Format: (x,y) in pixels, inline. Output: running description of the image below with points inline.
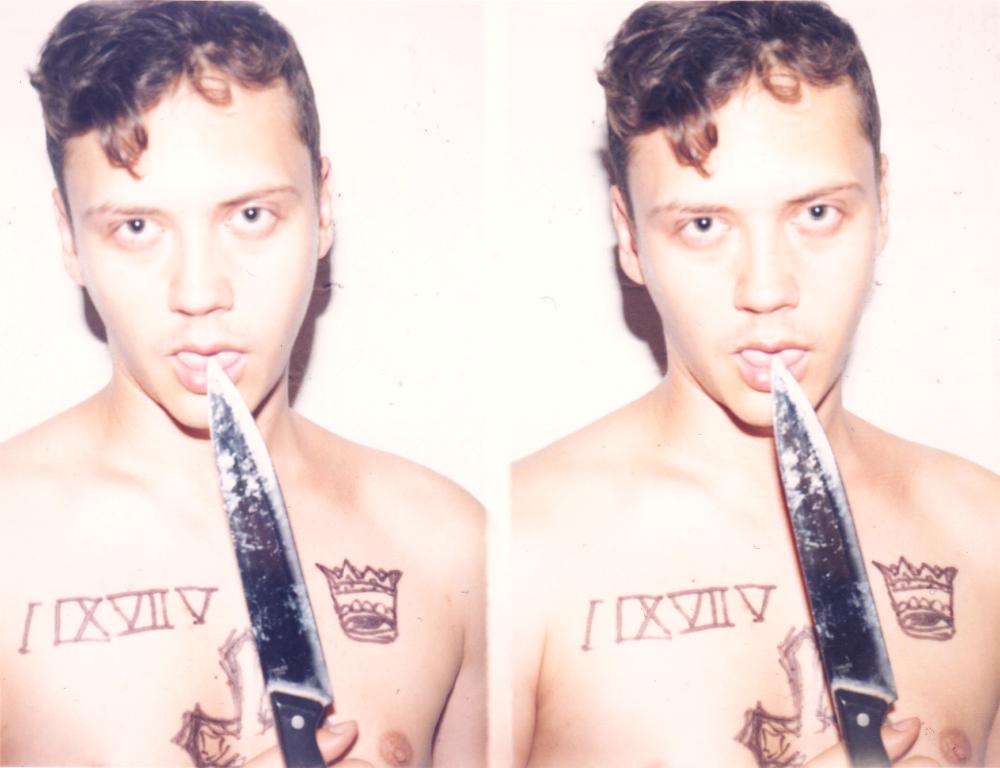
I see this is a collage image and I see a man (312,446) who is holding a knife (799,460) near to his mouth (802,350) and I see the tattoos (929,617) on his chest (758,610) and I see that it is white in the background (350,260).
